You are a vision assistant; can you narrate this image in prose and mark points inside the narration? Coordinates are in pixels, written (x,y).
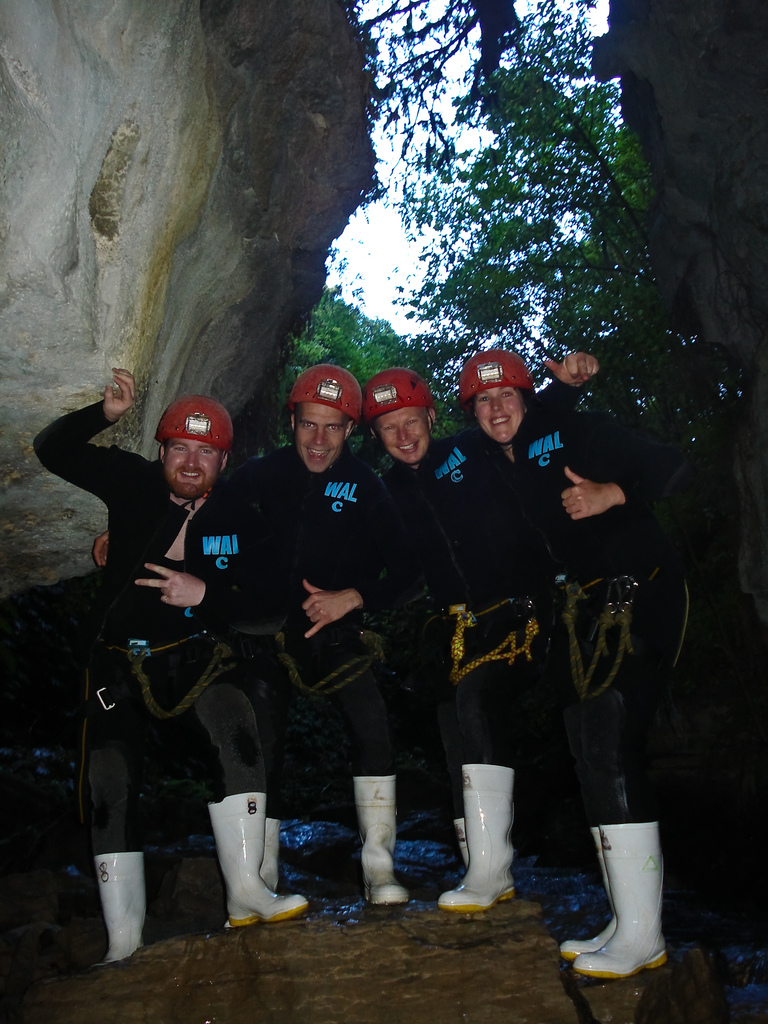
In this image we can see few people (429,494). They are wearing helmets (199,402) and boots (266,840). There are rocks (210,351). In the background (477,291) there are trees (527,240) and also there is sky (371,272).
